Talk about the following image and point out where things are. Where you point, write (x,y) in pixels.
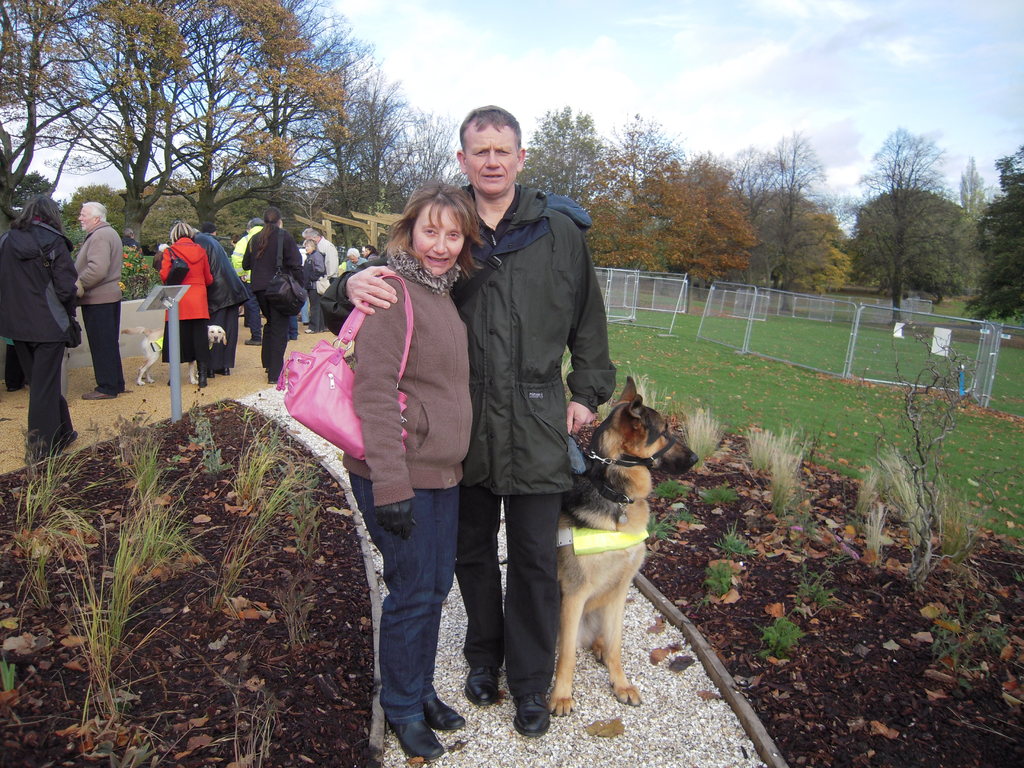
There is a man (516,359) and a woman (419,386) in this picture, woman (411,458) is holding a bag (341,395) on her shoulders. Man (487,619) is holding a dog (610,520) beside him. In the background (211,268) there are some people (8,316) walking. There is a land (196,562) with some crops (169,522) here. In the background (838,316) there is a fence (745,308), trees (750,263) and a sky (587,51) with some clouds (615,85).
